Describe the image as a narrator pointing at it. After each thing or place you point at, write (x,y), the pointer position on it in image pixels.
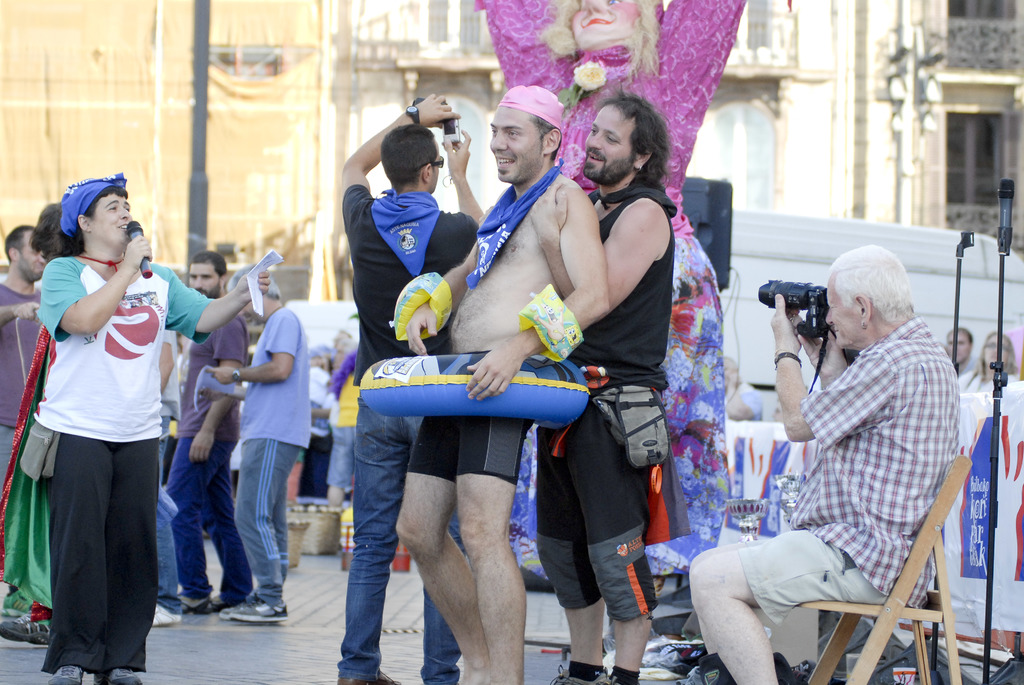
In this image in the foreground (509,238) there is one person (558,206) hugging to another person (576,246) who is wearing a inflatable swim ring (391,386), behind them there is a person (409,158) may be taking the picture of a statue (591,52), on the right side (991,406) there are stands (992,497), banner (961,436), people (962,360), one person (950,378) sitting on chair (849,598) holding a camera (808,318), on the left side (175,365) there are few people (242,461), one person (116,353) holding a mike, paper (274,257), in the background (305,62) there is a building (813,59), few people (301,410) visible.
